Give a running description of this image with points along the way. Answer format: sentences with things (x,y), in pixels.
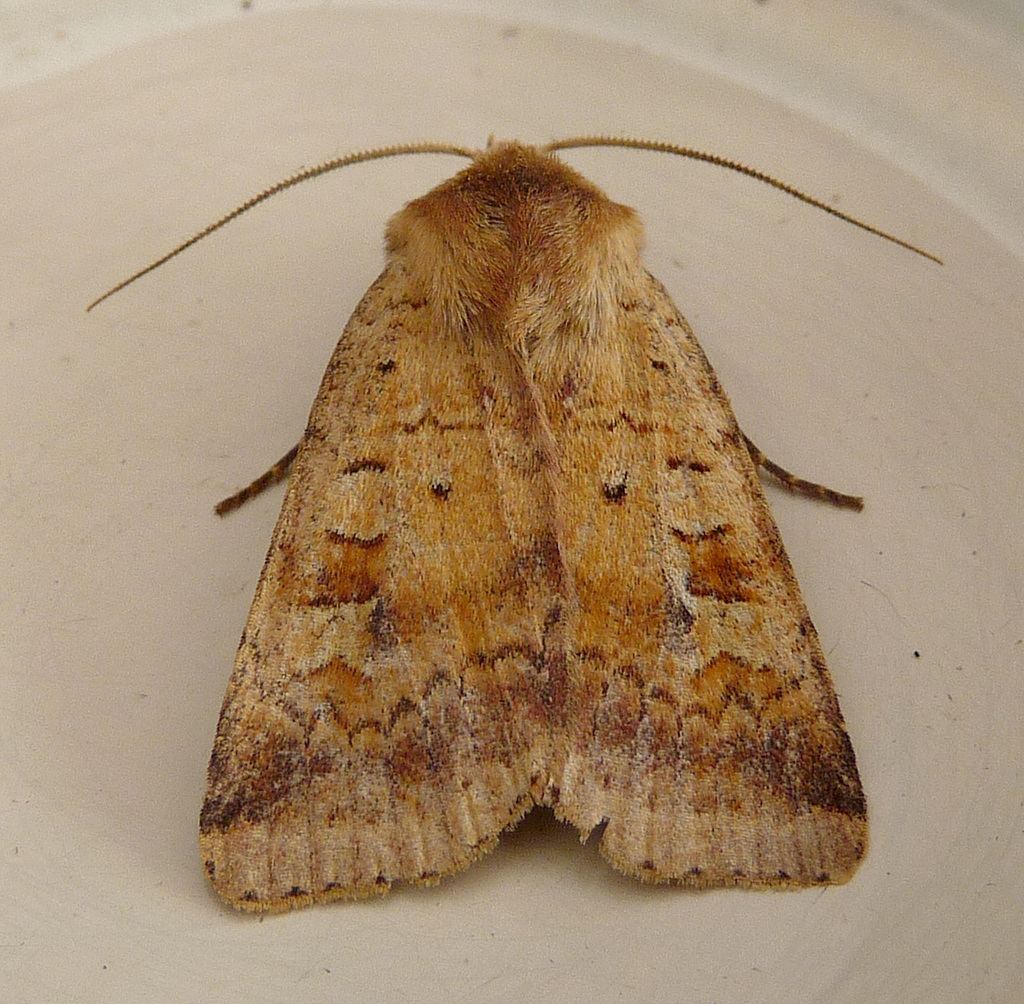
In this image there is a surface (475,937). In the middle of the image (365,589) there is a moth (574,511) on the surface (129,872).
